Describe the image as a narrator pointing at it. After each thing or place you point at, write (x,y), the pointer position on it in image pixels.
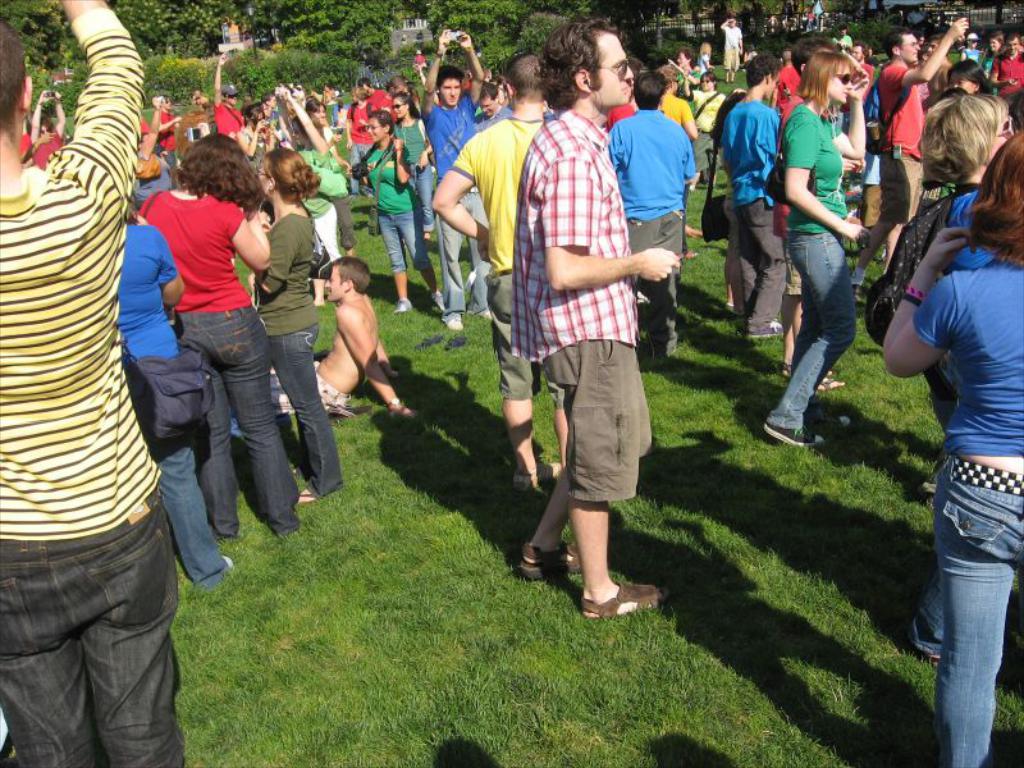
In this picture I can see there are a few people (92,696) standing and there is a man (363,357) sitting on the floor (432,359) to the left (335,372) and there is grass (389,350) on the floor (389,350). There is a huge crowd (331,202) of people (331,202) standing, they raised their hands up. In the backdrop (314,83), there are trees (304,67), it looks like there are buildings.
